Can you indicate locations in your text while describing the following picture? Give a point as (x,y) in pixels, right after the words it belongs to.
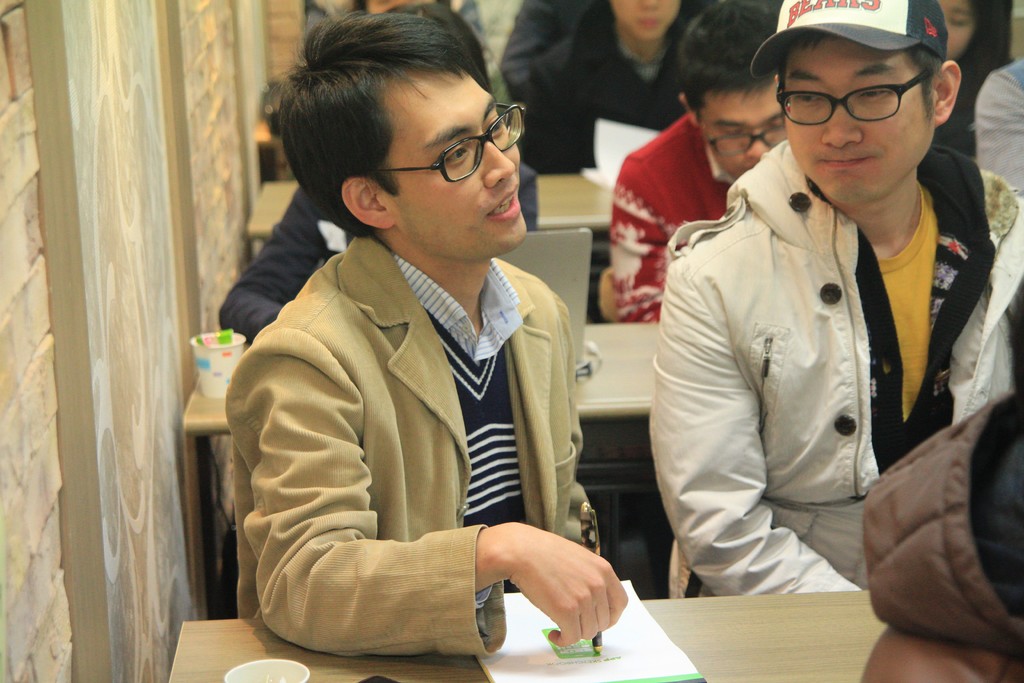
In this image, we can see persons (697,239) in front of tables (749,614). The person (430,527) who is in the middle of the image (459,310) holding a pen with his hand (522,572). There is an another person (706,563) on the right side of the image (935,353) wearing spectacles (874,116) and cap (881,37).
